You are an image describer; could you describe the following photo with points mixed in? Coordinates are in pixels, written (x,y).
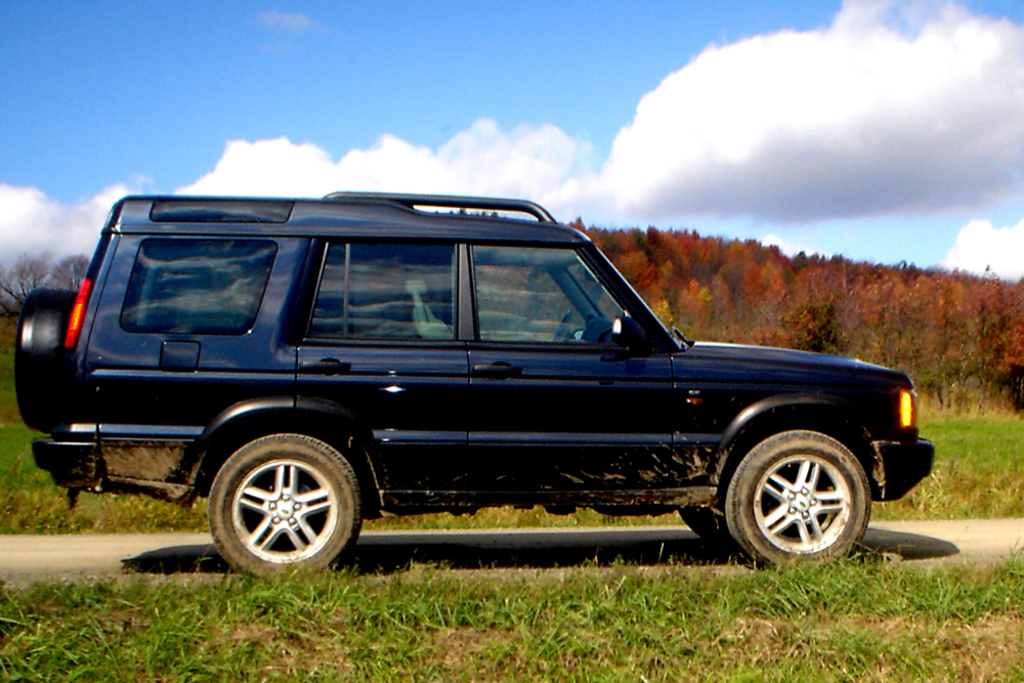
In this image I can see a car (452,453) on the road (492,555) which is facing towards the right side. On both sides of the roads (940,542) I can see the green color grass (634,592). In the background (714,280) there are some trees (786,272). On the top of the image (358,58) I can see the sky (179,119) and clouds (754,139). This car (552,359) is in blue color.
